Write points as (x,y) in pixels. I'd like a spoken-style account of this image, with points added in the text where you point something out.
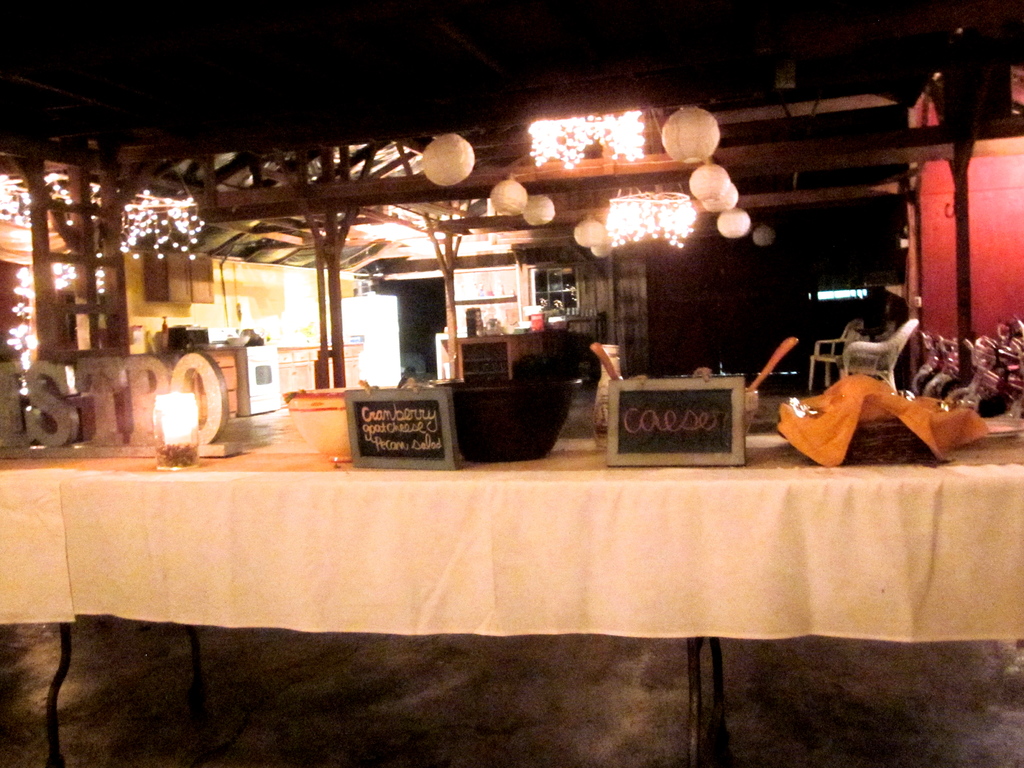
In this picture I can see some bowls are placed on the table (384,513), I can see some lights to the roof (366,272).
